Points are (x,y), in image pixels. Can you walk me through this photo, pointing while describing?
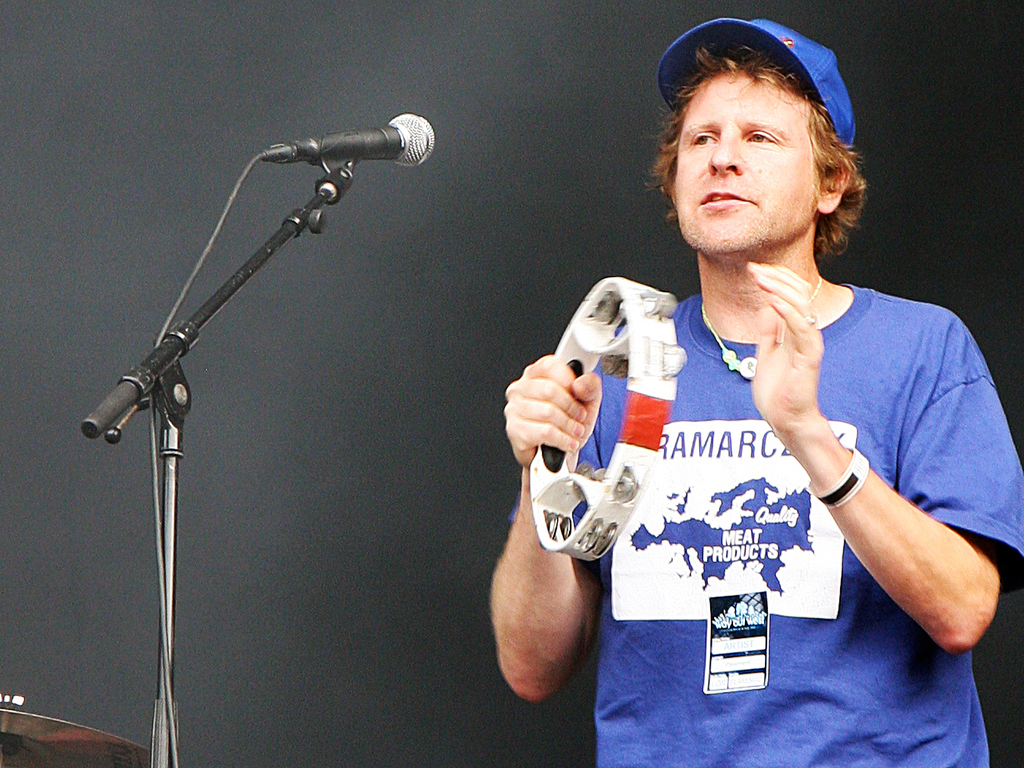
In this image, we can see a person (769,94) wearing a cap (778,59) and holding a musical instrument (638,361) with his hand (557,410). There is a mic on the left side of the image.
